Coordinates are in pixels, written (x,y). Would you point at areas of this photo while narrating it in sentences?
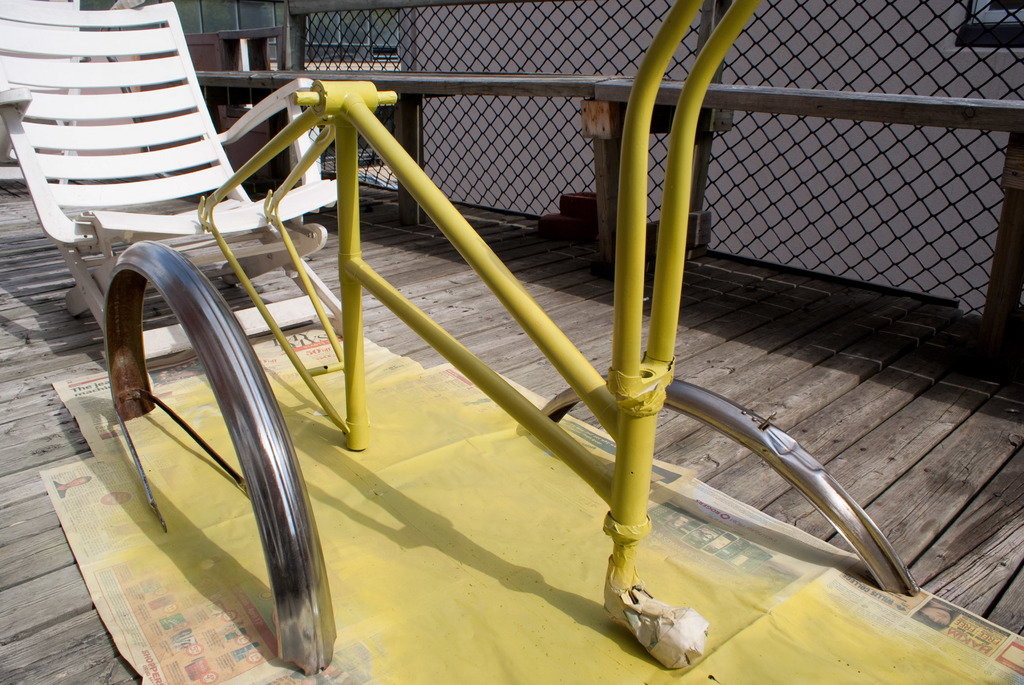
On the left side of the image (323,226) we can see chair (47,185) on the floor (1012,522). In the background (952,60) we can see fencing (951,165) and building (505,100).
